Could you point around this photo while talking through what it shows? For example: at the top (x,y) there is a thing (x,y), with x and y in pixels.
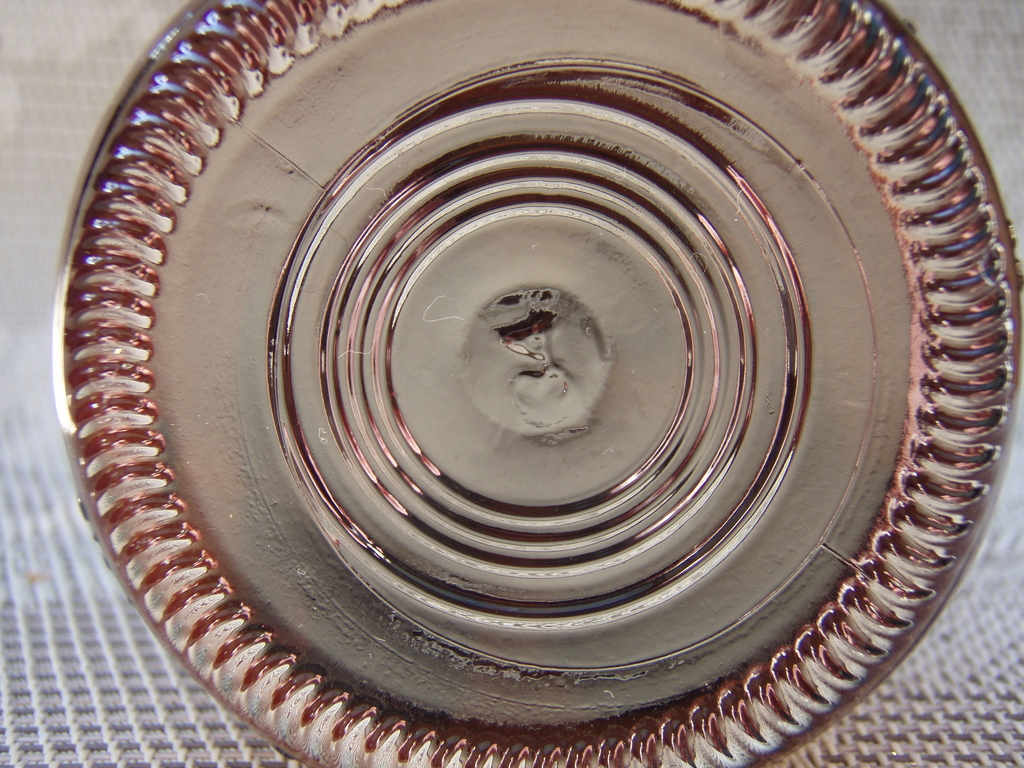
In this picture, there is a bowl (510,592) on the mat (157,714).
